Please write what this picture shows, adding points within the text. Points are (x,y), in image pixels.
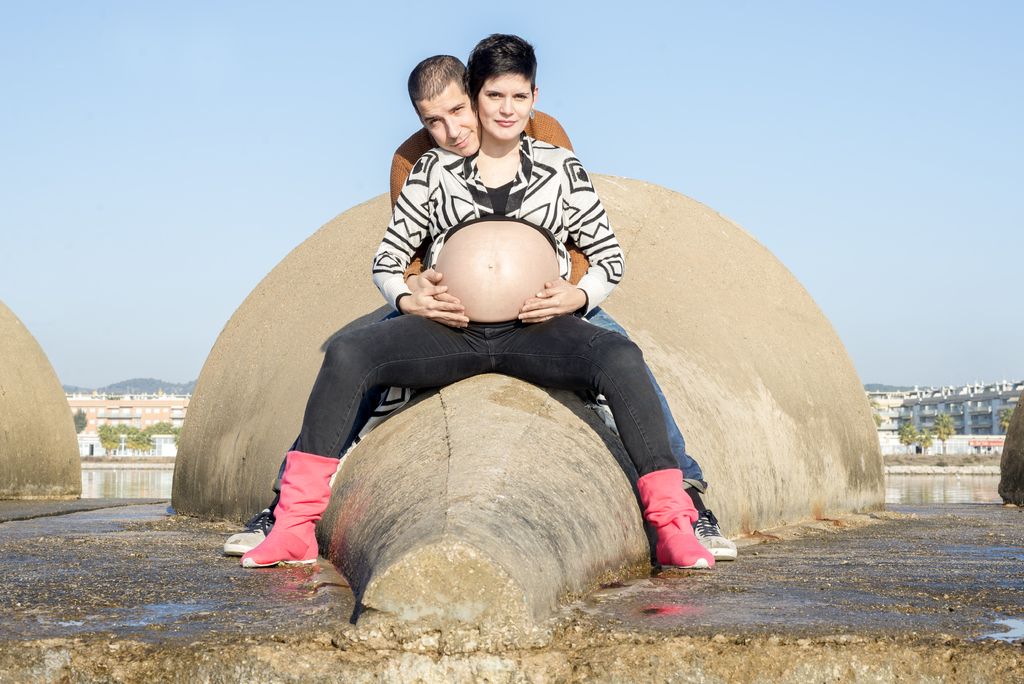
A woman (519,204) is sitting she wore a black color trouser (421,373). Behind him there is a man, at the top (117,166) it's a sunny sky (143,214).
